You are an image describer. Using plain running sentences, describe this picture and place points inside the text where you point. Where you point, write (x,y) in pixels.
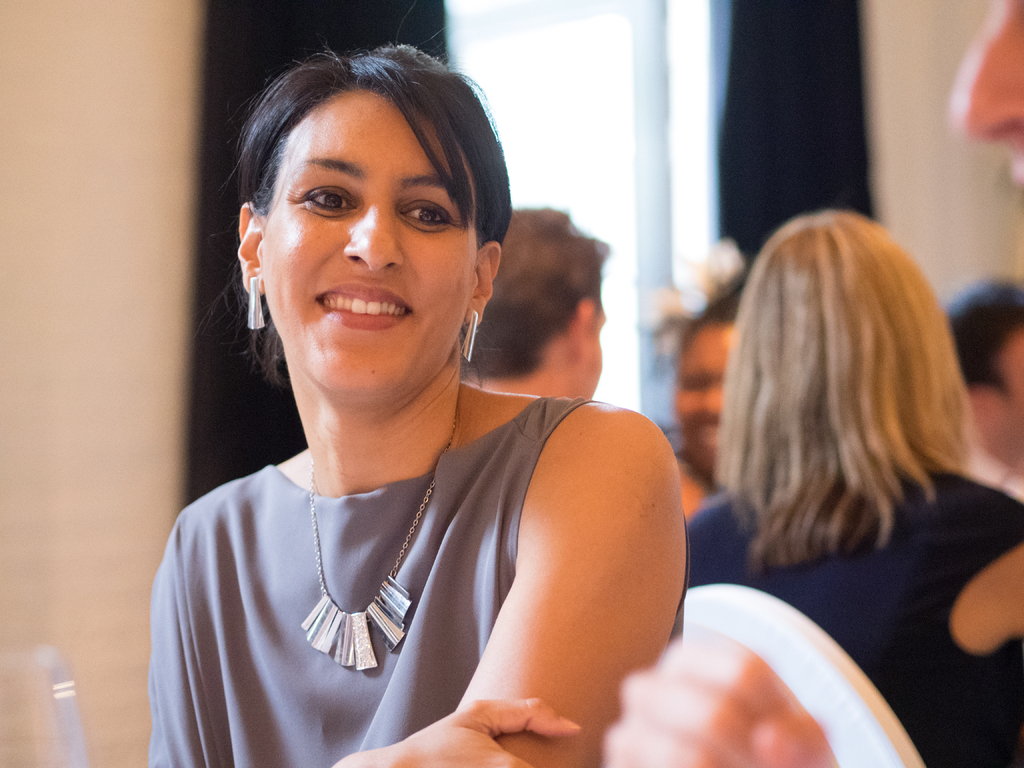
In this image three women (606,501) sitting on the chair (700,598), there are two men (1005,420) sitting, there is a person's nose (987,87) towards the right of the image (1003,70), there is a person's hand (753,726) towards the bottom of the image (738,704), there is a window (600,87) towards the top of the image (596,43), there are curtains (766,59), there is a wall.
